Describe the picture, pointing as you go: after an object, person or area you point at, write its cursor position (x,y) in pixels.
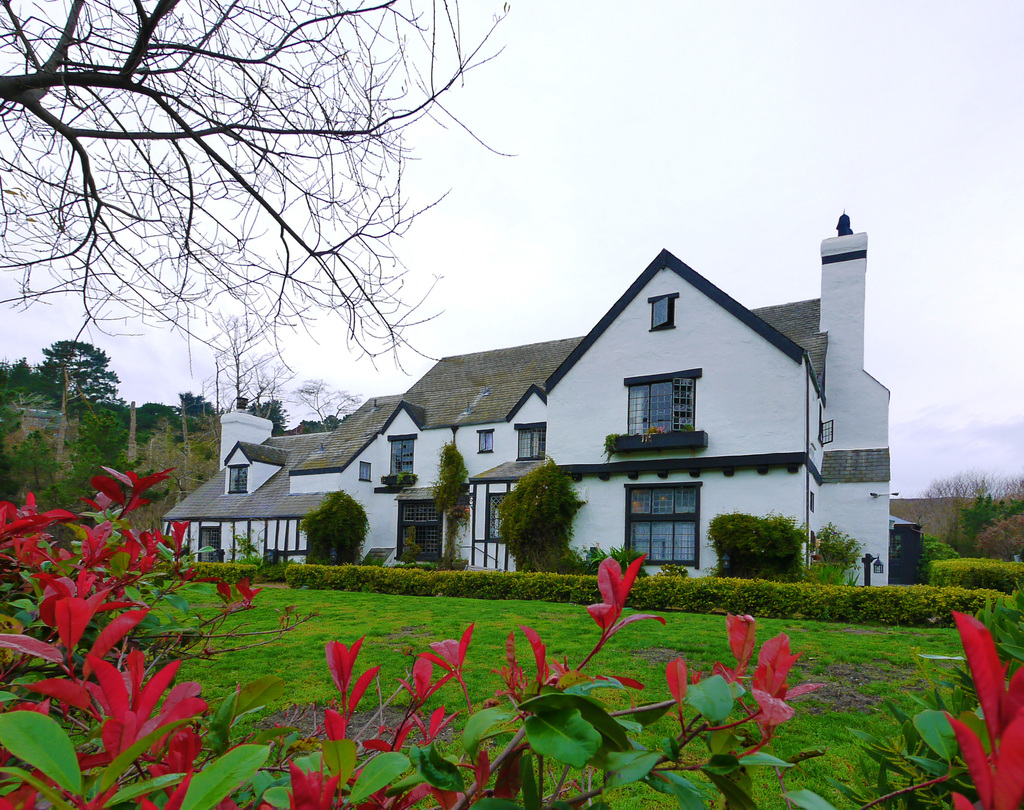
In this image I can see a building (577,378) in white and gray color, at left (34,465) I can see trees (37,448) in green color and sky (601,261) is in white color.
